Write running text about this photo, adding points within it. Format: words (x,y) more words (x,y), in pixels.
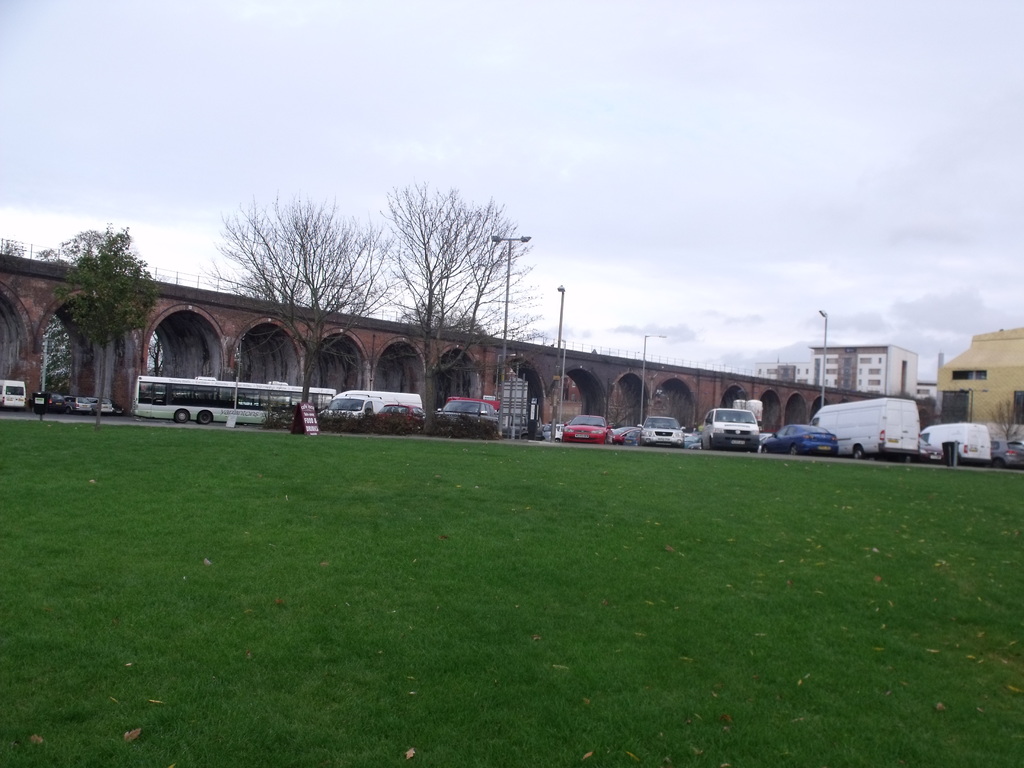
In this picture I can see the grass (421,715) in front (163,474) and in the middle of this picture (349,397) I can see number of vehicles (824,420), few trees (51,369), poles (561,358), a bridge (530,355) and few buildings (988,366) on the right (950,405). In the background (511,220) I can see the sky (540,196) which is a bit cloudy.
